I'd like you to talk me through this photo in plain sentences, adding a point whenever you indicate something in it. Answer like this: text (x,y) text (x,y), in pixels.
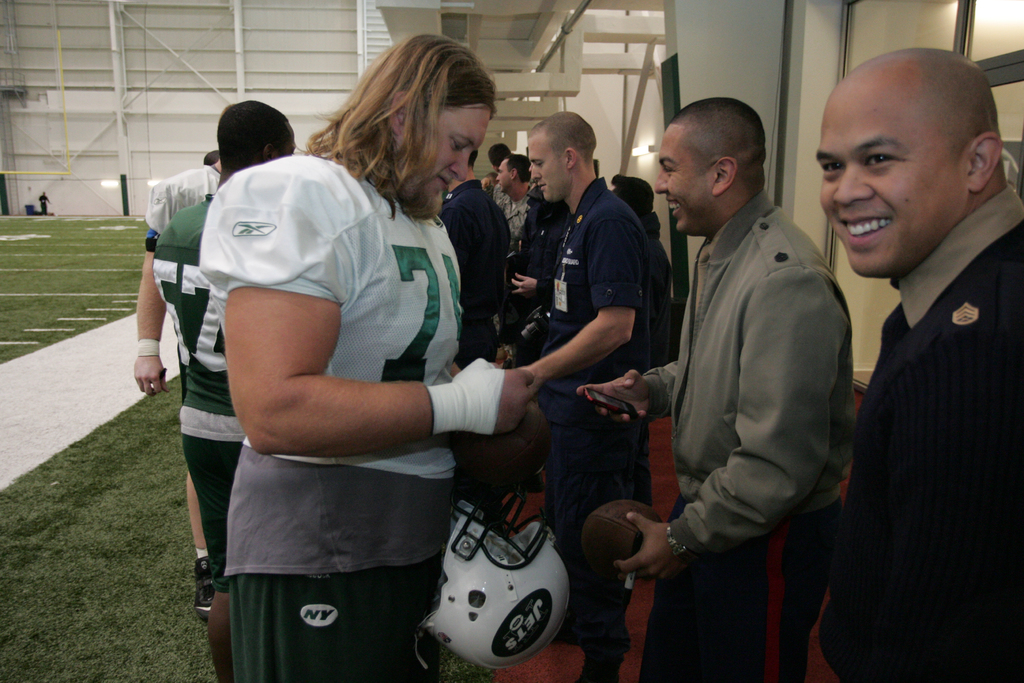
In the picture I can see people (540,380) are standing among them the man (365,426) in the front (365,422) is holding a helmet (452,549) in the hand (526,390). In the background (111,290) I can see the grass (124,280), lights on the wall (189,114) and some other objects (636,122).
